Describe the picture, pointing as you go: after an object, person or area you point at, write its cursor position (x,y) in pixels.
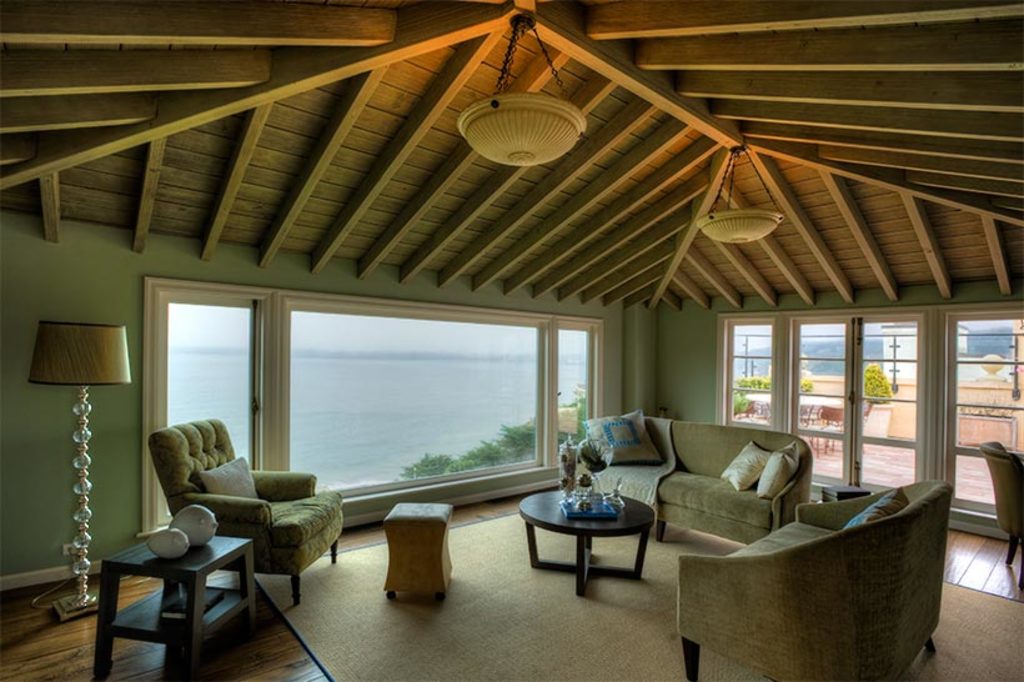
In the image we can see couch (658,519), sofa (752,567), table (583,574). On table (599,570), there is a flower vase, glasses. In the background (626,315) there is a green wall (47,301), lamp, glass (874,418), table (207,616), chairs (835,417), water (331,424), trees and carpet (520,594).
